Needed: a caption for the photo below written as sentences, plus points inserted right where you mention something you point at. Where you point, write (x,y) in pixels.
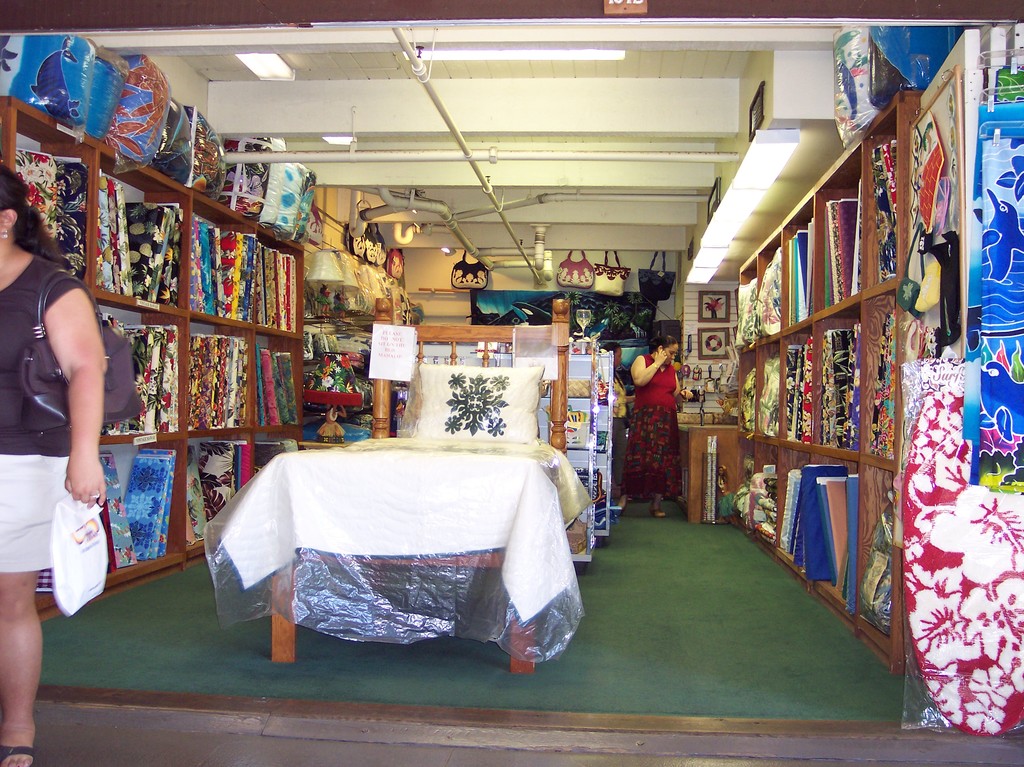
In this image there a persons (84,343) standing. In the center (455,490) there is a bed (448,491) and on the left side (231,363) there are cupboard (204,315) with clothes (228,342) in the cupboard (254,327) and there are lights (351,273) hanging. In the background (594,278) there are purse (588,286) hanging and on the right side (804,353) there are cupboards (877,354) with the clothes (804,352) inside the cupboards (819,386). On the top (751,180) there are lights (733,182) and there is a pipe (465,142).
